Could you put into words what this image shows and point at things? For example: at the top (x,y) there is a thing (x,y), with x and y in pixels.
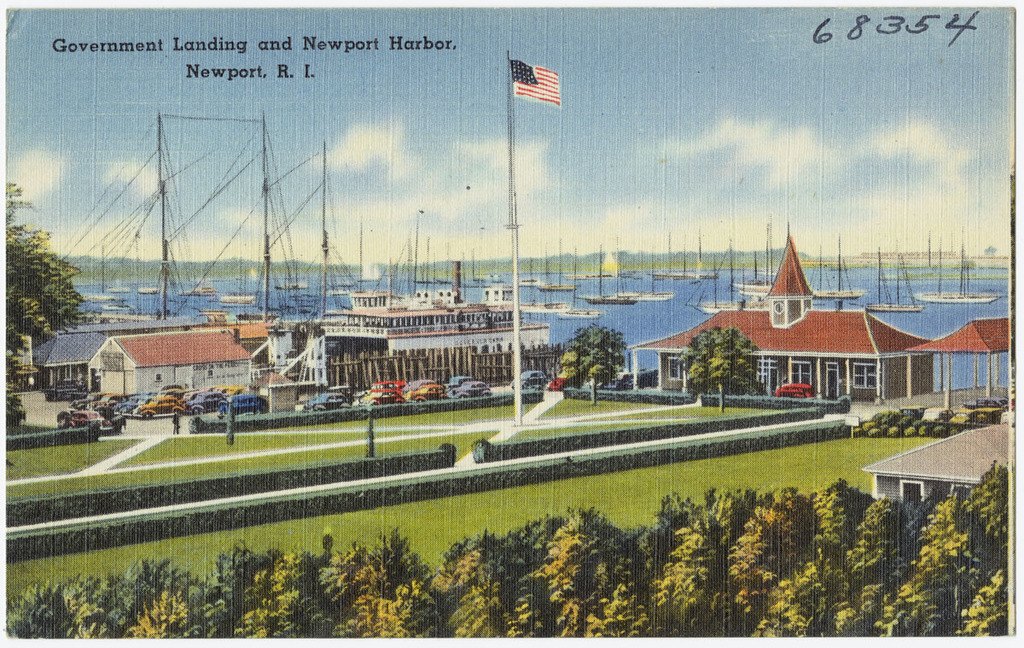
It is a printed image, there is a shipyard (267,309) and many ships (733,276) are sailing on the sea (490,275) and in front of the shipyard (528,357) there are plenty of houses (136,362) and some vehicles (323,393) are parked, in between those houses (206,375) in the center (518,235) there is a flag (519,77) flying and beside the flag (538,99) there is a garden (257,508) and a lot of trees (749,568).
